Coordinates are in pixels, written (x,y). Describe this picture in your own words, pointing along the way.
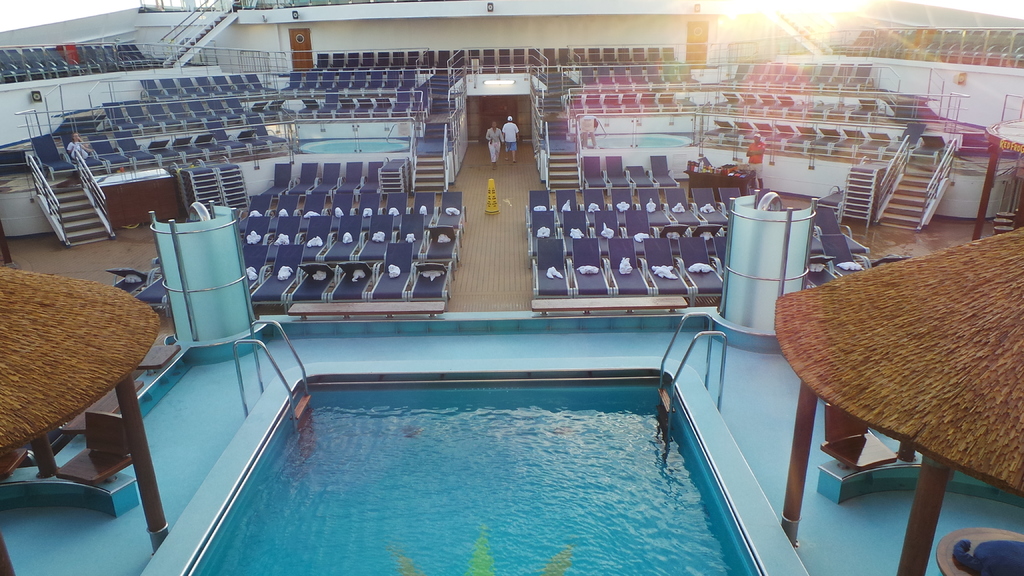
In this image in the front (428,499) there is a swimming pool (509,524). There are tents (963,425) and there are empty chairs (118,468), in the center (349,250) there are empty seats (534,227) and there is a person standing and there is a person (75,154) laying. In the background (502,137) there are persons (514,134) walking and there are empty seats (670,67), there is a wall (430,35). In the center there are steps (83,206) and there is a stand (490,204) which is yellow in colour.
